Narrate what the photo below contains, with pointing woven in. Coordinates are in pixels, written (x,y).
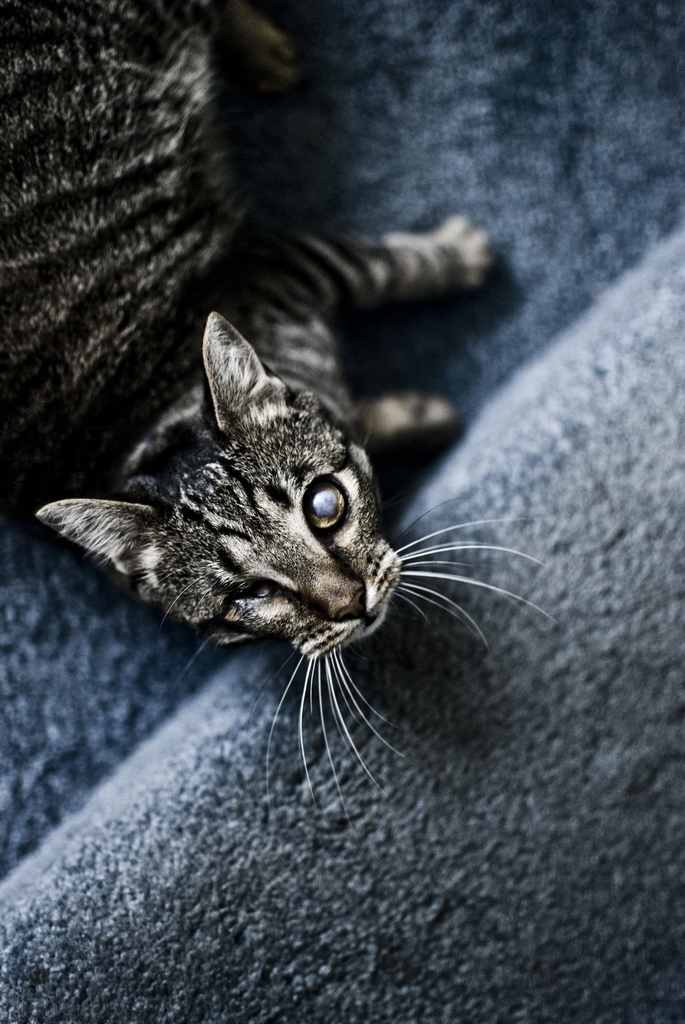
In this image a cat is lying on the sofa (592,516) which is blue color.
